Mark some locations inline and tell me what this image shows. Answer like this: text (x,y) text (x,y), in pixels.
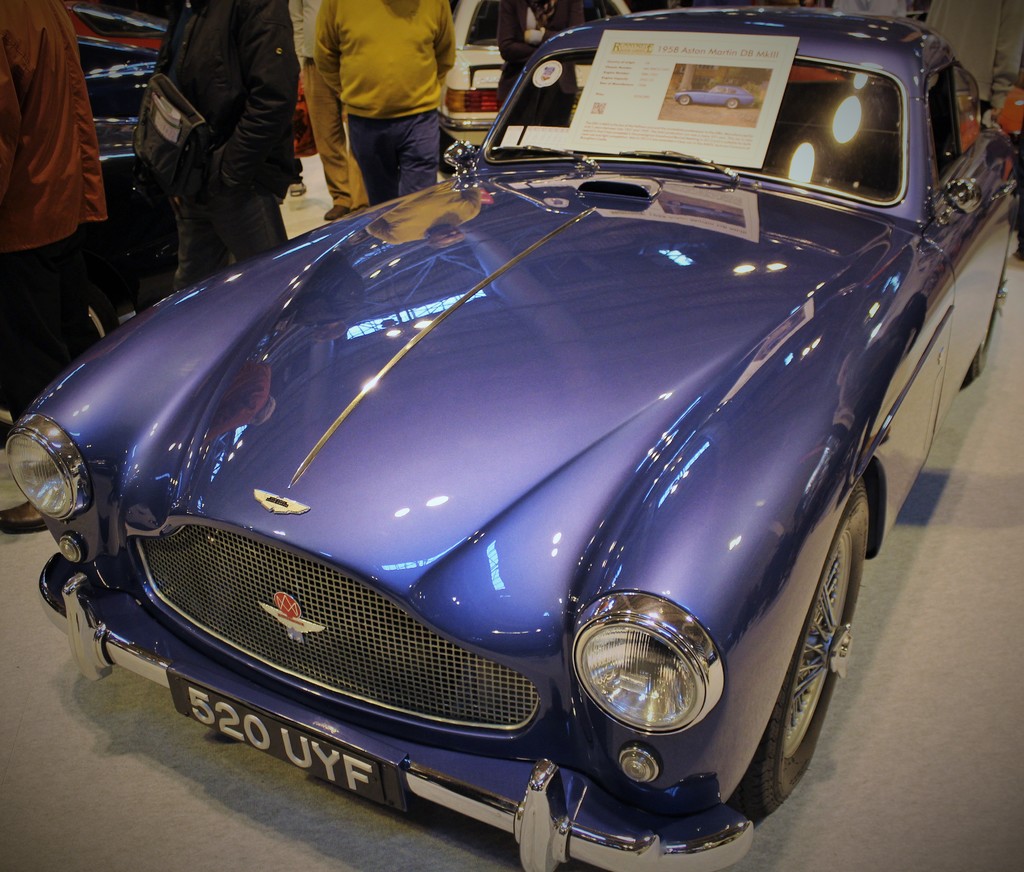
In this image we can see a violet color car (578,492) is on the floor (910,775), beside the car (561,153) there are a few people (375,101) standing. Above the car (666,238) there is a poster (673,104).
